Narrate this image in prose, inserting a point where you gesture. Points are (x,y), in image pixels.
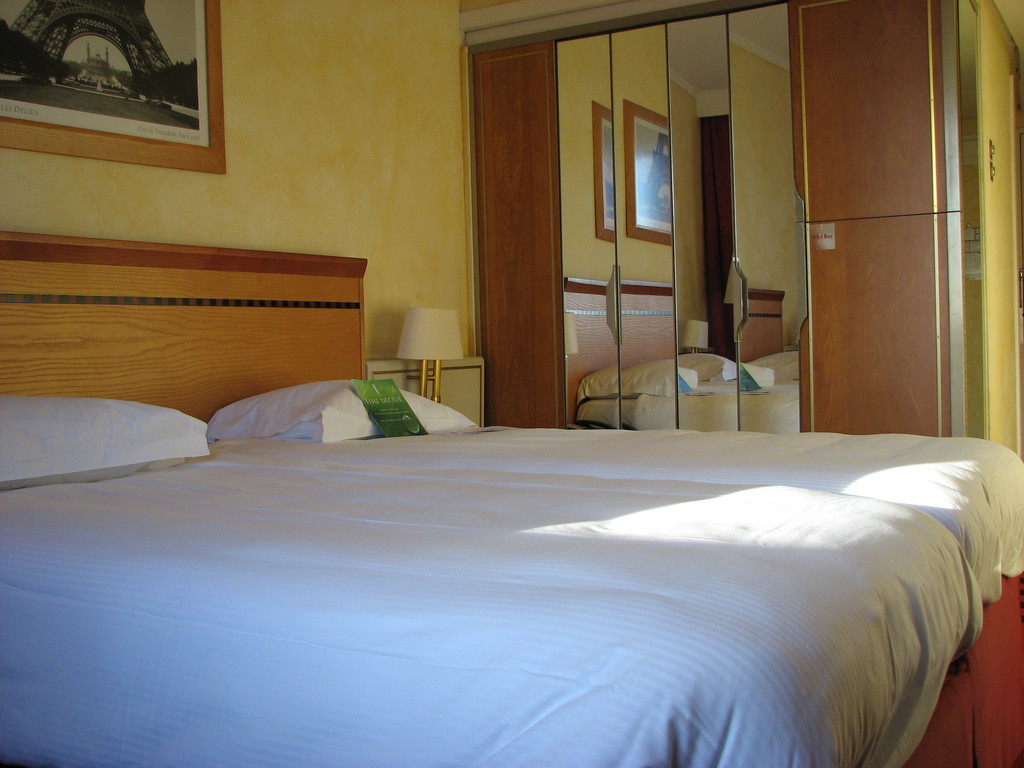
In this image there are pillows (443,422) on a bed (355,506), behind the bed (355,506) there is a photo frame (185,42) on the wall (164,192), beside the bed (260,358) there is a lamp (438,393) and a table (470,387), beside the lamp (439,385) there are mirrors (648,166) on the wooden wardrobe (644,276).
